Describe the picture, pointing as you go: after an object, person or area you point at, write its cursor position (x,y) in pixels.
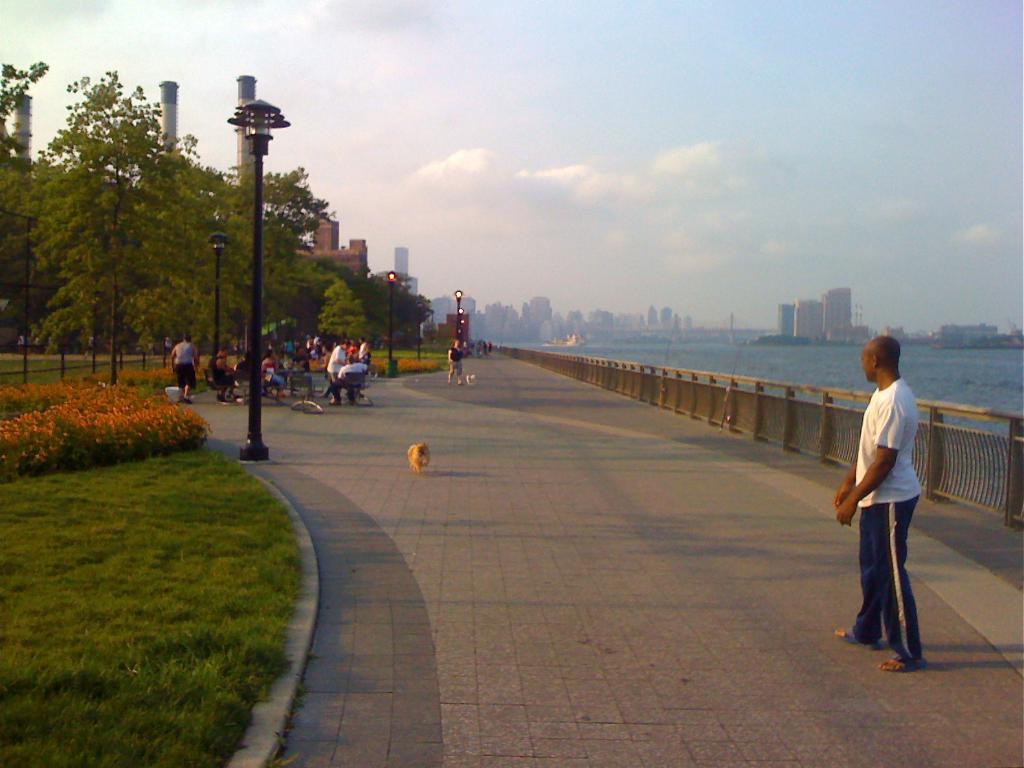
In this picture I can see there is a man (884,523) standing and the dog (420,470) running and in the background (272,357) there are some people (265,380) sitting and on the right side (822,357) there is water (823,367), there are some buildings (597,321), trees (181,302), plants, poles (254,331) and the sky (515,93) is cloudy.
